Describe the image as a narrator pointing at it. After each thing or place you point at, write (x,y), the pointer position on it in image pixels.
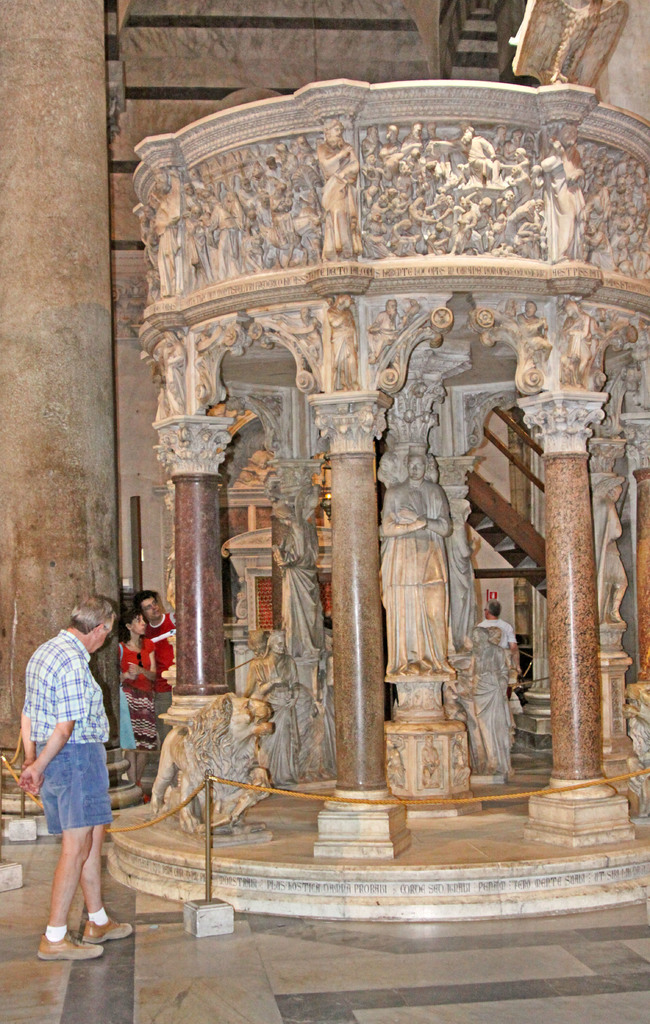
In this image we can see persons (118,931) standing on the floor (160,905), barrier poles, statues (388,616), sculptures (424,611), staircase (522,525), railings (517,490) and pillars (19,393).
